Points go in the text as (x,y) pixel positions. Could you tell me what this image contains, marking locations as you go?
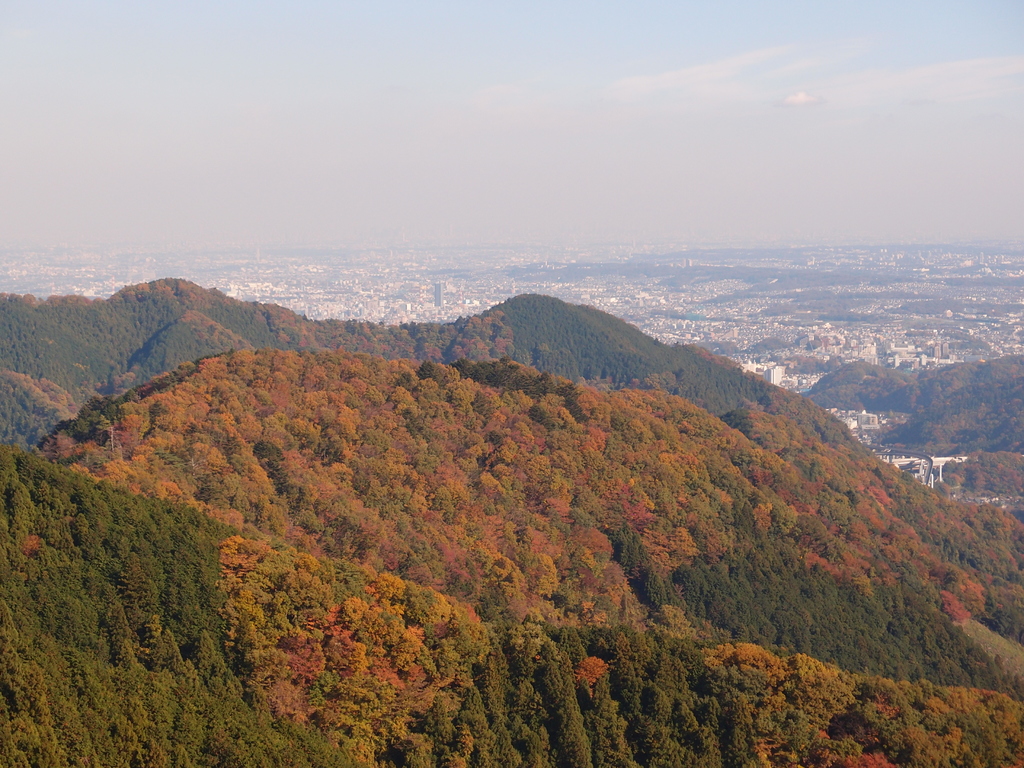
In this image I can see many trees (264,551) which are in green, yellow, orange and pink color. In the background (644,321) I can see the houses (762,365) and the sky (205,82).
